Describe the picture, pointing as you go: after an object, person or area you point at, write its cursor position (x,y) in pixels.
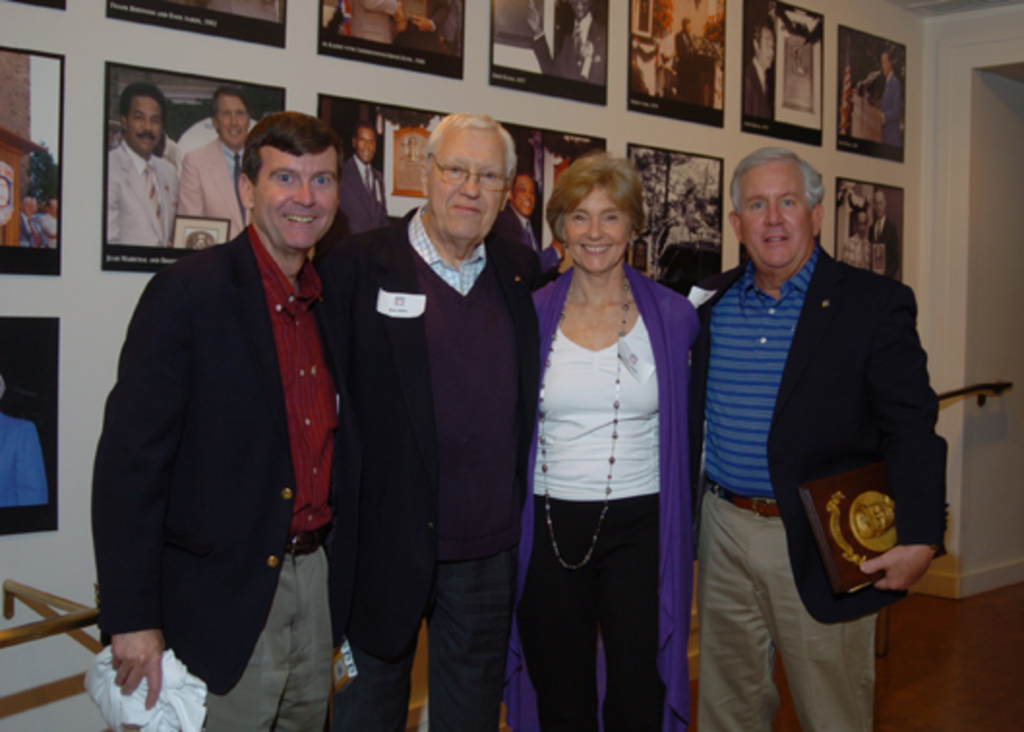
In this image we can see few people (509,504) standing and posing for a photo and in the background (680,36), we can see a wall (58,653) with some photo frames (900,116).
